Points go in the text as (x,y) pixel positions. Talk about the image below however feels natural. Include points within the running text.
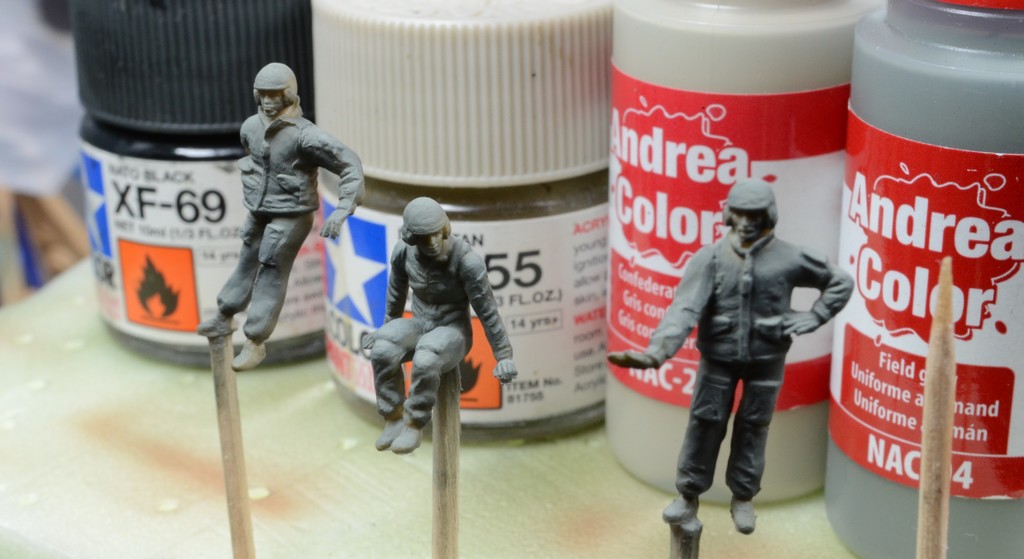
In this picture we can see poles (436,492), statues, some objects (838,420) and these all are placed on a platform (322,478).
